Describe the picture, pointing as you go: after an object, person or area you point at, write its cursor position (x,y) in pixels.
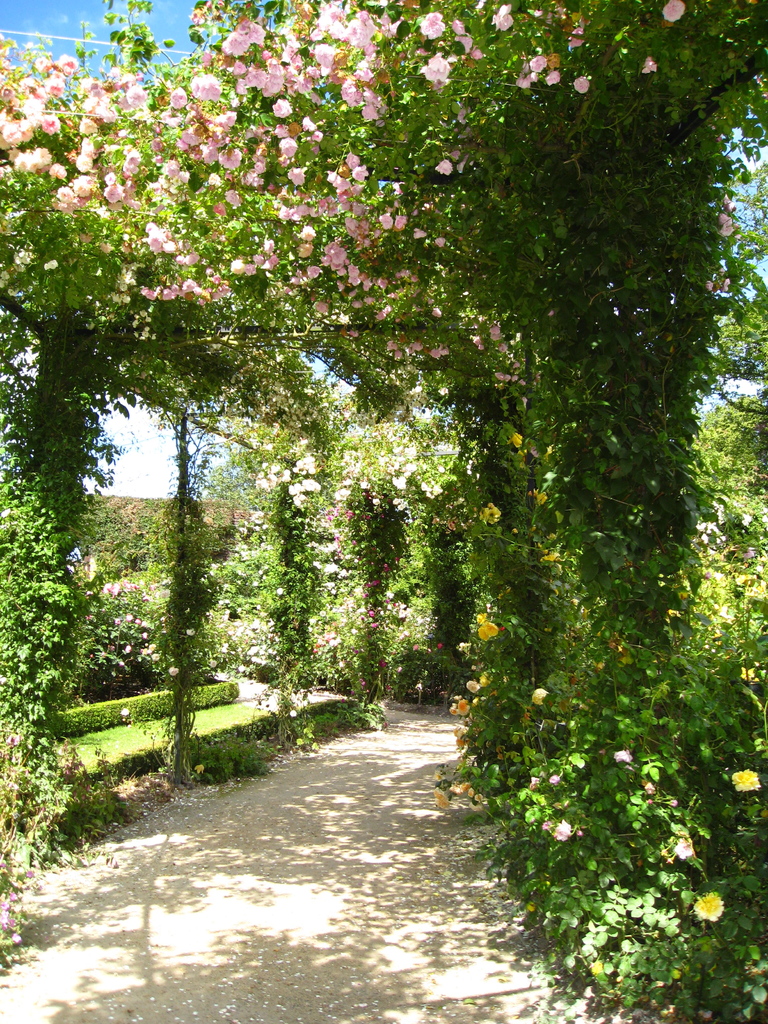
In this picture I can see some flowers (494,624) on the vine plants (460,618). In the back (244,615) I can see the trees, plants (110,501) and grass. In the top left corner (41,18) I can see the sky (41,0).
